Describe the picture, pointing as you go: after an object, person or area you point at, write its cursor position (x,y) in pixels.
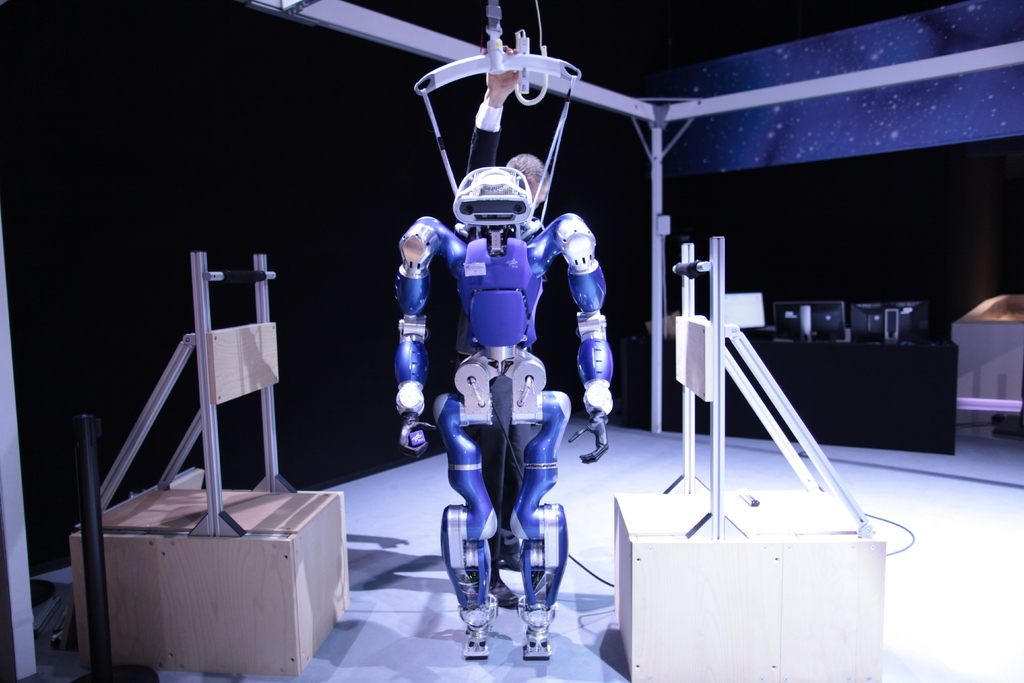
In the middle of the picture (546,249), we see the robot (476,370). Behind that, we see the man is standing. On either side of the robot (532,512), we see the wooden stands (688,558). On the right side (854,377), we see a table (813,376) on which monitors (826,338) are placed. Beside that, we see an object (995,352) in white color. In the background (805,211), it is black in color.
